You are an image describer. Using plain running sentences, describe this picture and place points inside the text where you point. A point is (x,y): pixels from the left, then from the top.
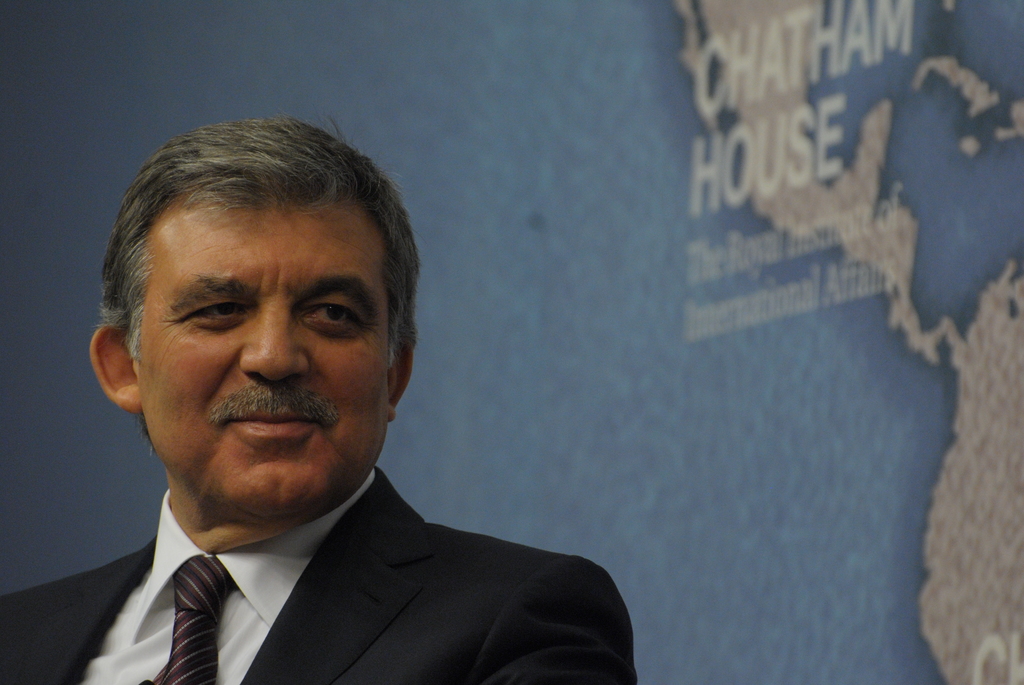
In the image I can see a person (338,489) who is wearing the suit (458,532) and behind there is a screen (669,310).
